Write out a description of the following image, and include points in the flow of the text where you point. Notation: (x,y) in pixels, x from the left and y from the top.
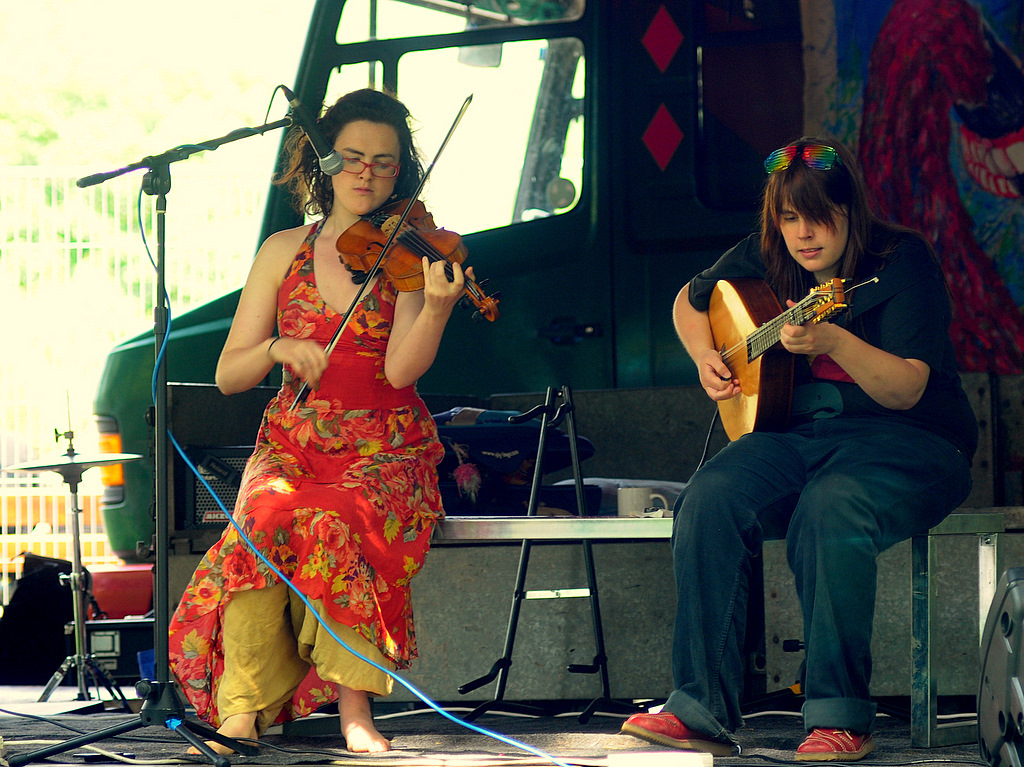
In this image two women (285,550) are sitting on the bench (542,537). On the bench (542,524) there is a cup (647,488). There are playing a musical instruments (475,287). There is a mic (304,133) and a stand (284,122). At the background (713,133) I can see a vehicle (753,150).
